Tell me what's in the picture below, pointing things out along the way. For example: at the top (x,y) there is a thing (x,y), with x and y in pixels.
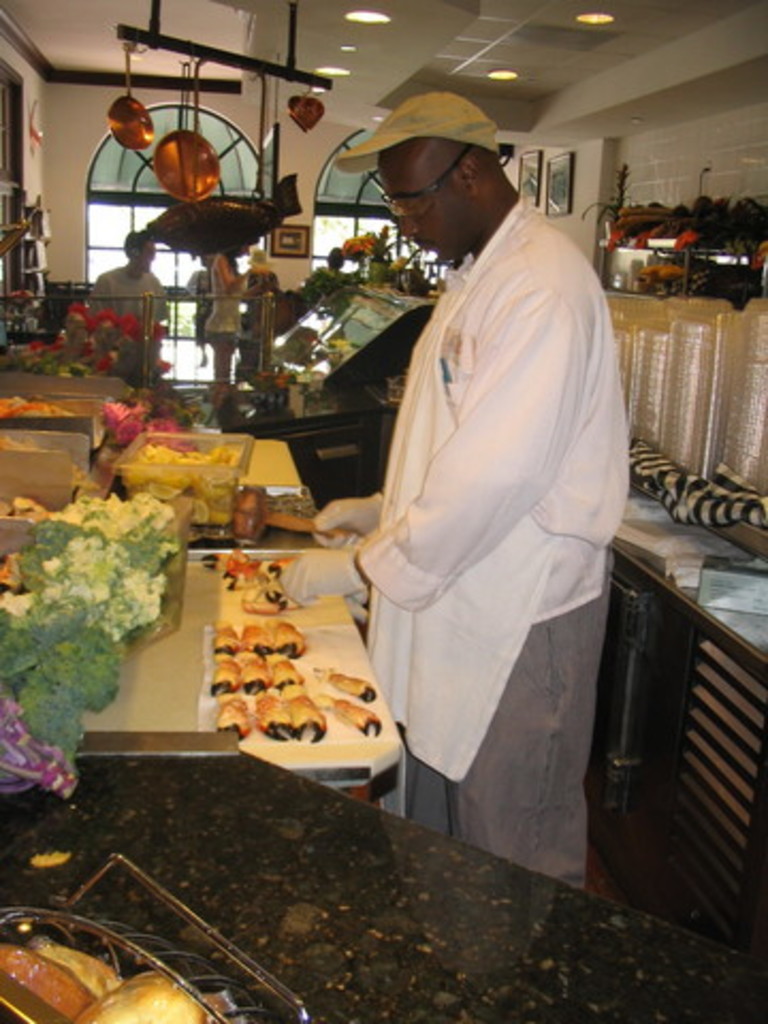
There is one man (403,614) standing and wearing a white color shirt (454,517) as we can see in the middle of this image (385,559). We can see food items (7,596) and tables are present on the left side of this image (149,488) and we can see people (252,286) and a wall (294,219) in the background (230,304). There is a table (766,860) and some fruits (669,275) are present on the right side of this image (709,218).
